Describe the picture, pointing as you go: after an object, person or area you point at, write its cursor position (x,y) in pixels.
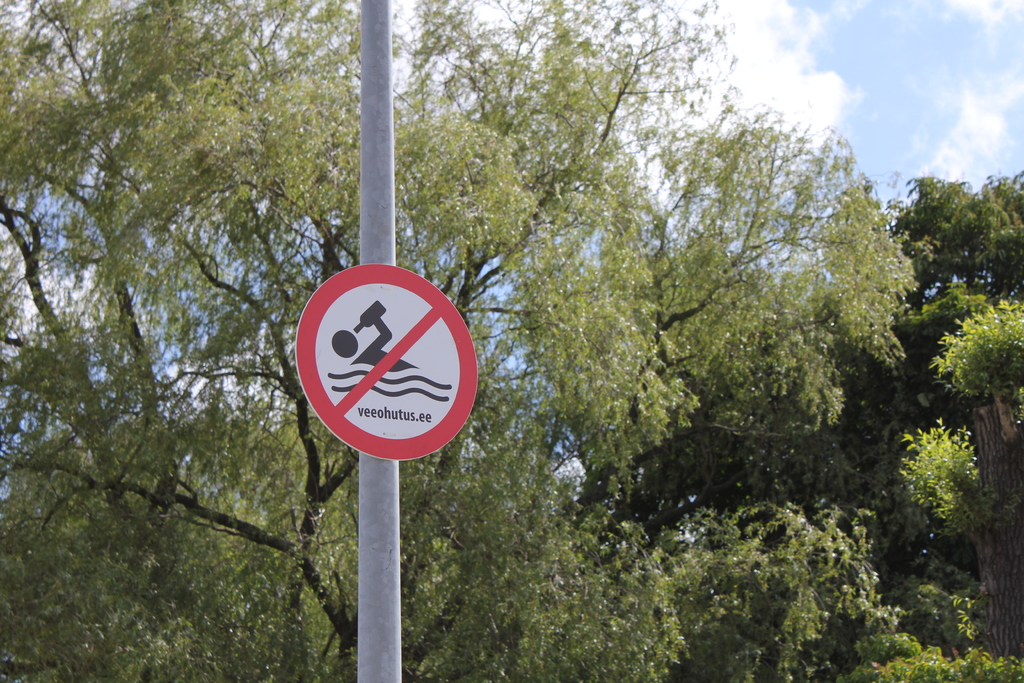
In this image I can see a pole (385,36) in the front (377,15) and on it I can see a red and white colour sign board (352,387). I can also see something is written on the board (415,411). In the background (254,431) I can see number of trees (584,35), clouds (788,37) and the sky (829,25).
